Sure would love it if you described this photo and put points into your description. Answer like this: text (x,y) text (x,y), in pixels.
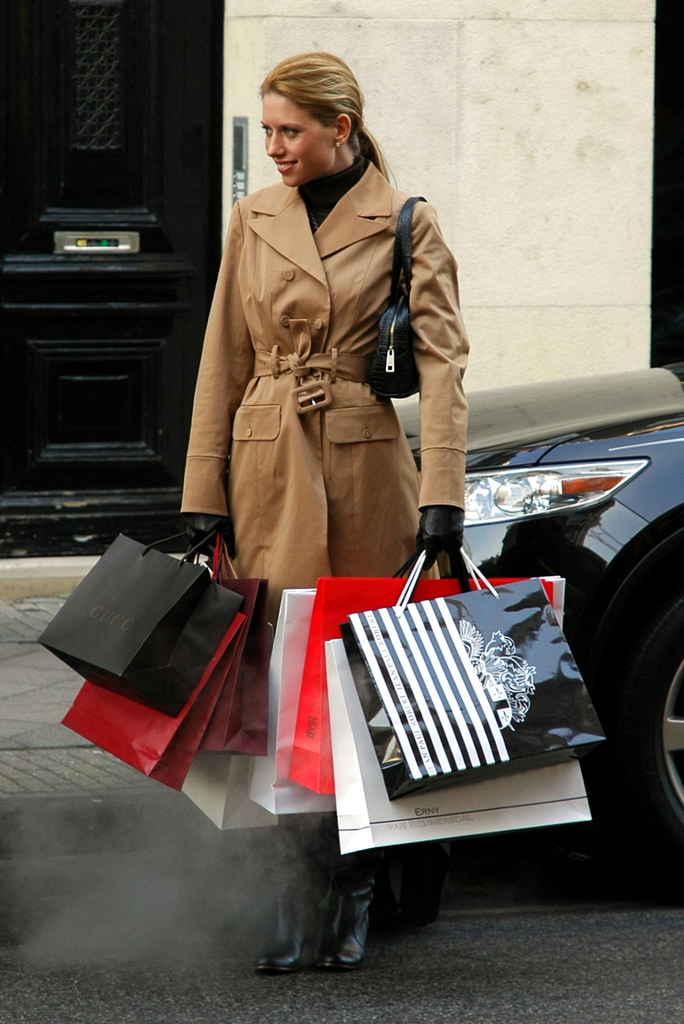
In this picture we can see a woman (350,496) holding bags (369,674) with her hands (436,515) and she is smiling. There is a car (654,851). In the background (411,4) we can see a door (153,427) and wall (301,0).
